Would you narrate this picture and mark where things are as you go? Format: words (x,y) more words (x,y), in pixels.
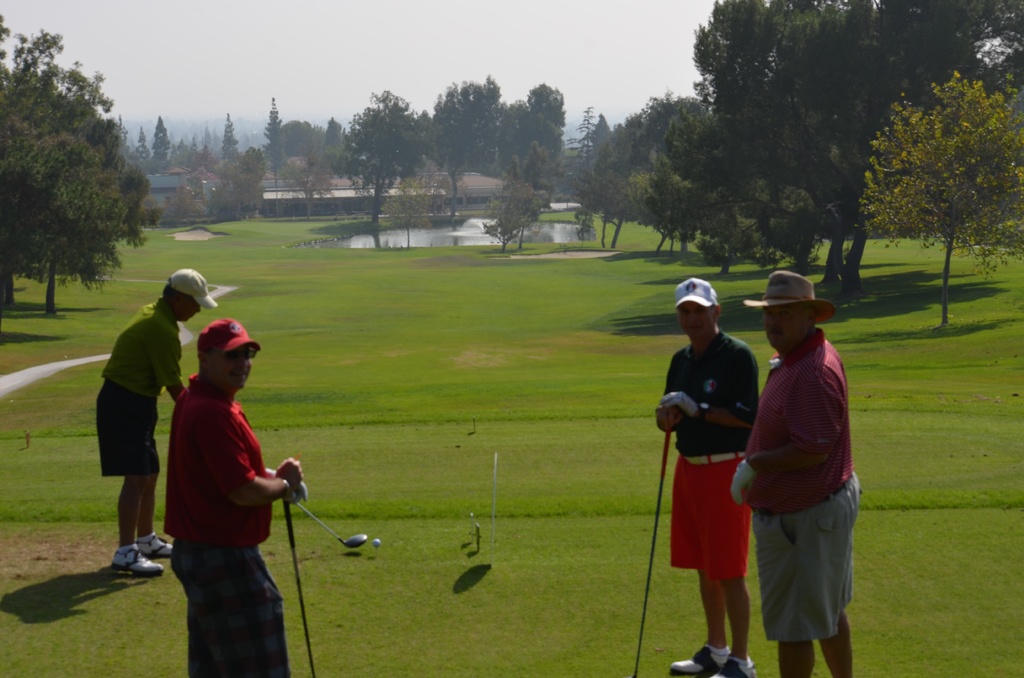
In this image four persons (778,426) are standing on the grassland (536,574). Left side (229,430) a person (224,483) wearing a red shirt (244,464) is holding a stick (288,528) in his hand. He is wearing goggles (234,351) and cap (217,345). Behind him there is a person (120,423) wearing a cap (187,289). A ball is on the grassland (388,559). Right side (689,487) there are two persons (725,483) standing on the grassland (738,288). They are wearing caps (775,305). Background (149,199) there are few trees (408,220) and houses (466,208). Top of image (430,83) there is sky (468,72). Middle of image (466,233) there is water (435,233) beside grassland (454,258).
